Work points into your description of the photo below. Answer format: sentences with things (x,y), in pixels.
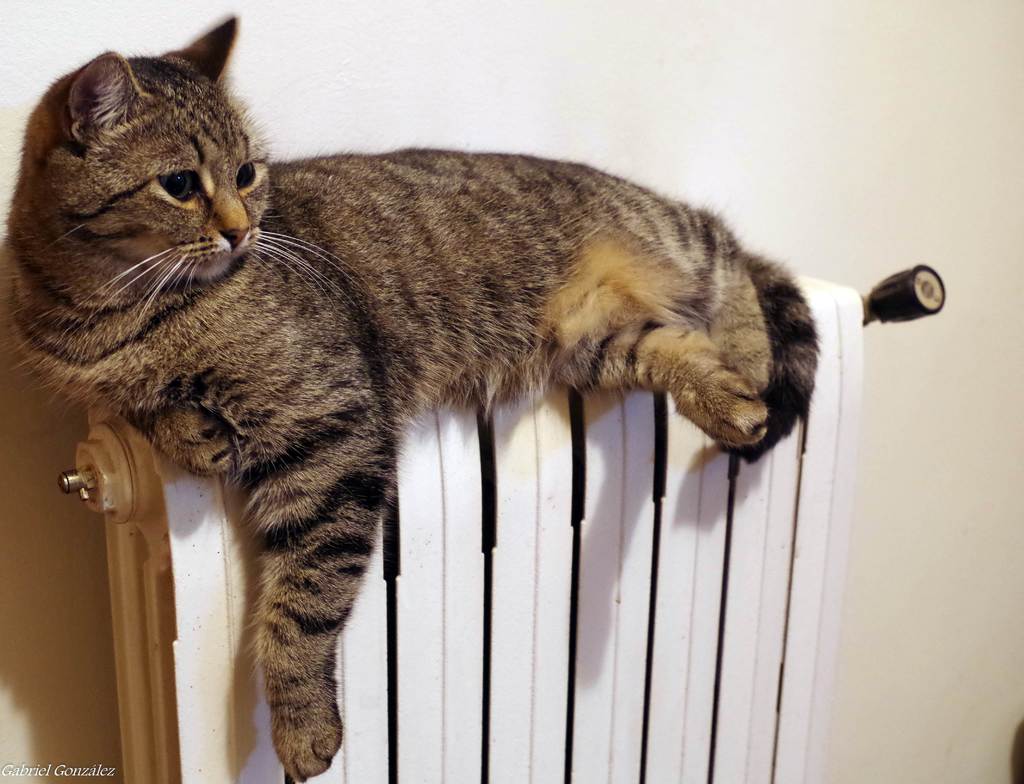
In this image we can see a cat (644,314) on the radiator (415,618) with handle (911,283). In the bottom (110,776) we can see some text (70,767).
